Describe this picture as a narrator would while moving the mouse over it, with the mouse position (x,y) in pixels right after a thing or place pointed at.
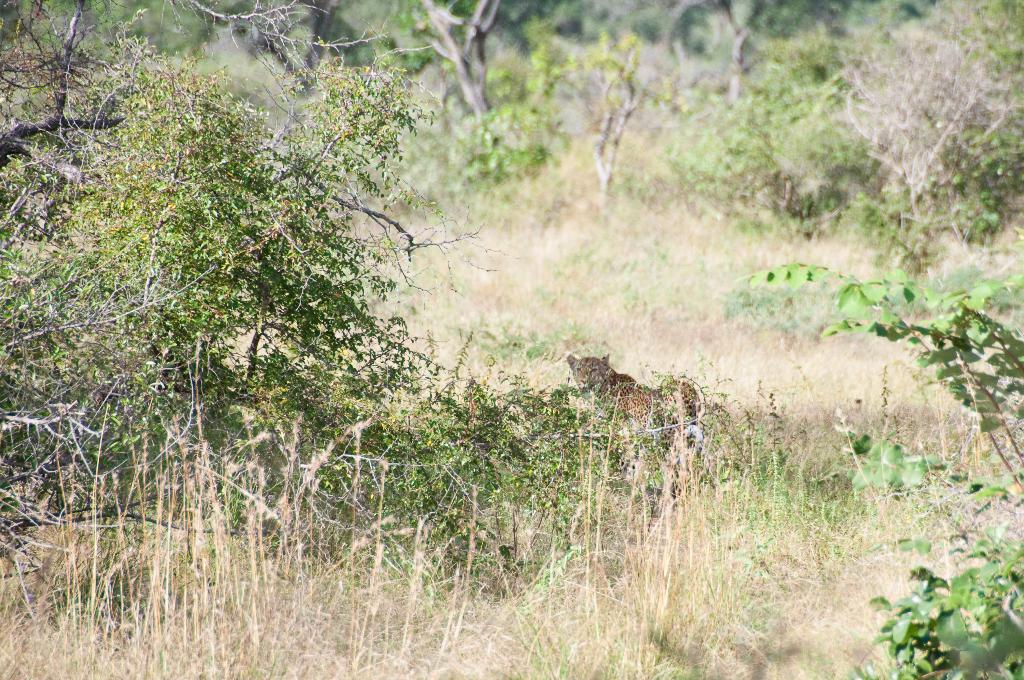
In the center of the image (627,407) we can see a leopard (691,426). In the background of the image (1016,110) we can see the trees (81,71) and grass (596,565).
